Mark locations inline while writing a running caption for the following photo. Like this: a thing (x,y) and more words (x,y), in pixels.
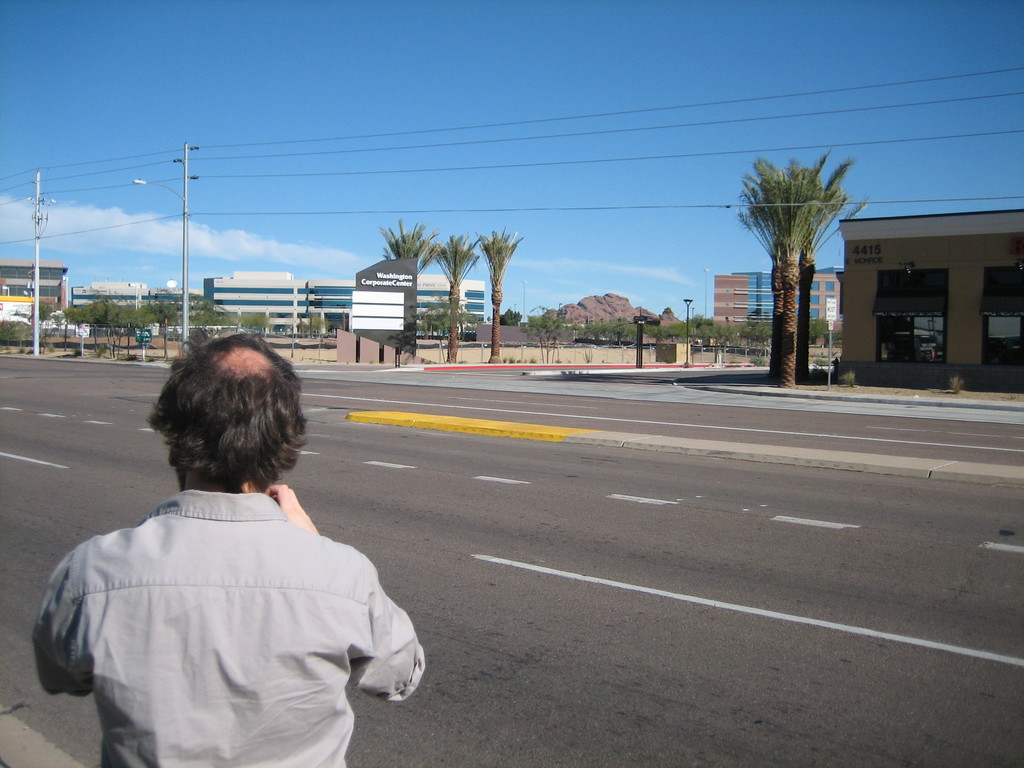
In this picture there is a man (335,733) and we can see road (342,405), trees (180,317), buildings (1016,384), poles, lights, boards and wires (96,173). In the background of the image (271,199) we can see the sky (169,240) with clouds (158,250).
